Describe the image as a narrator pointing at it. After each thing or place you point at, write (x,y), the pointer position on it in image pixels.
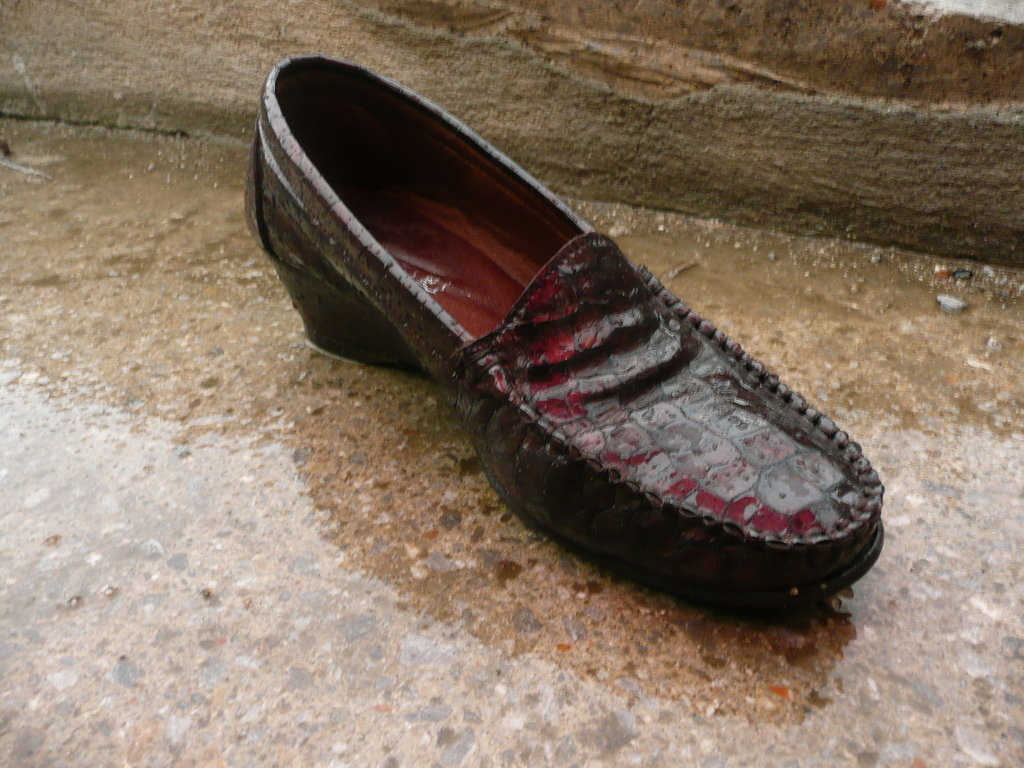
In this picture there is a wet shoe (547,367) which is placed on a wet ground (395,545).
